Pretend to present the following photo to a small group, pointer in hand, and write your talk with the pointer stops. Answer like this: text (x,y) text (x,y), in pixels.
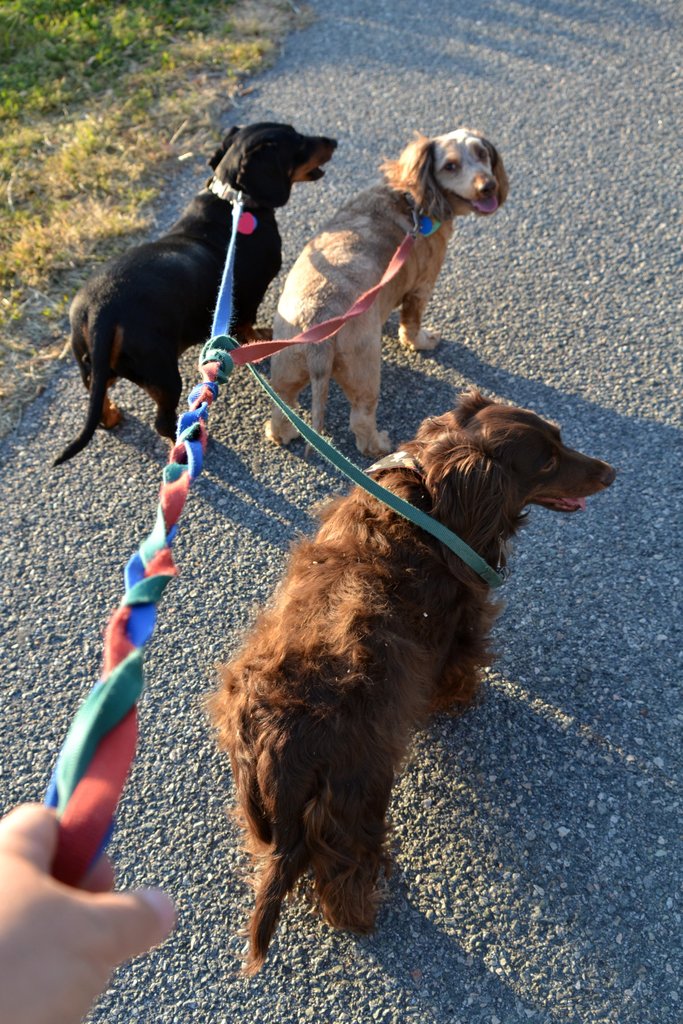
Here in this picture we can see three dogs (239,337) present on the road (219,466) and all of them are having belts (312,438) on their necks (219,212) and we can see one person (41,1007) holding all the belts (89,788) in his hand (45,841) and we can also see some part of ground (96,206) is covered with grass (121,174).
